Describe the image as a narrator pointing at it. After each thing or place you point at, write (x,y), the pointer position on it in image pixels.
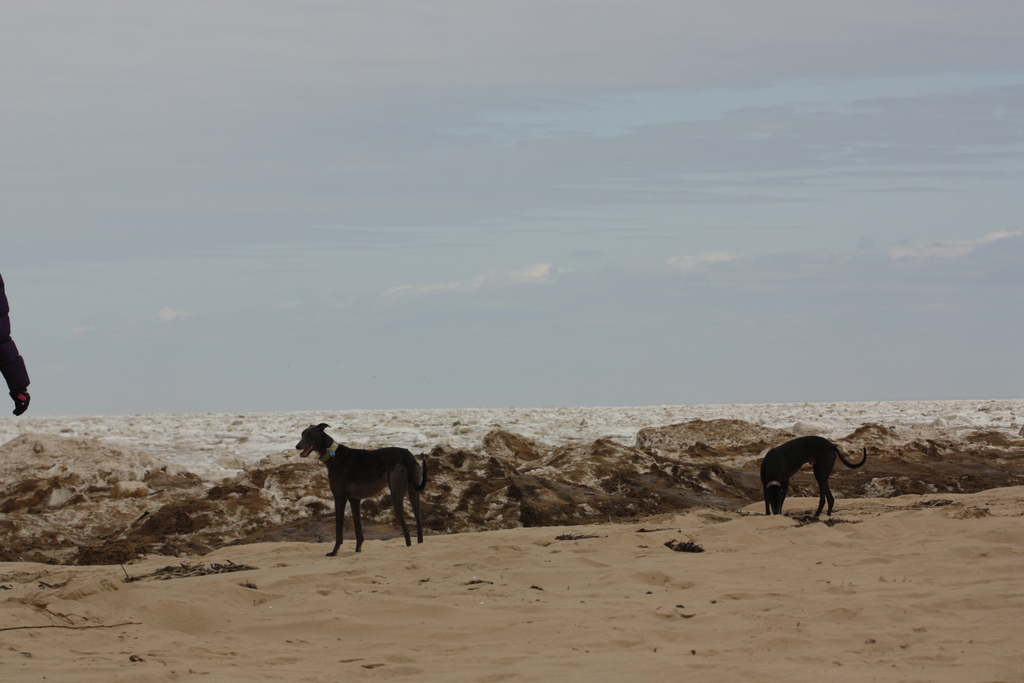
In this image we can see two dogs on the land (563,555). On the backside (226,419) we can see a large water body (342,419) and the sky (331,249) which looks cloudy.
